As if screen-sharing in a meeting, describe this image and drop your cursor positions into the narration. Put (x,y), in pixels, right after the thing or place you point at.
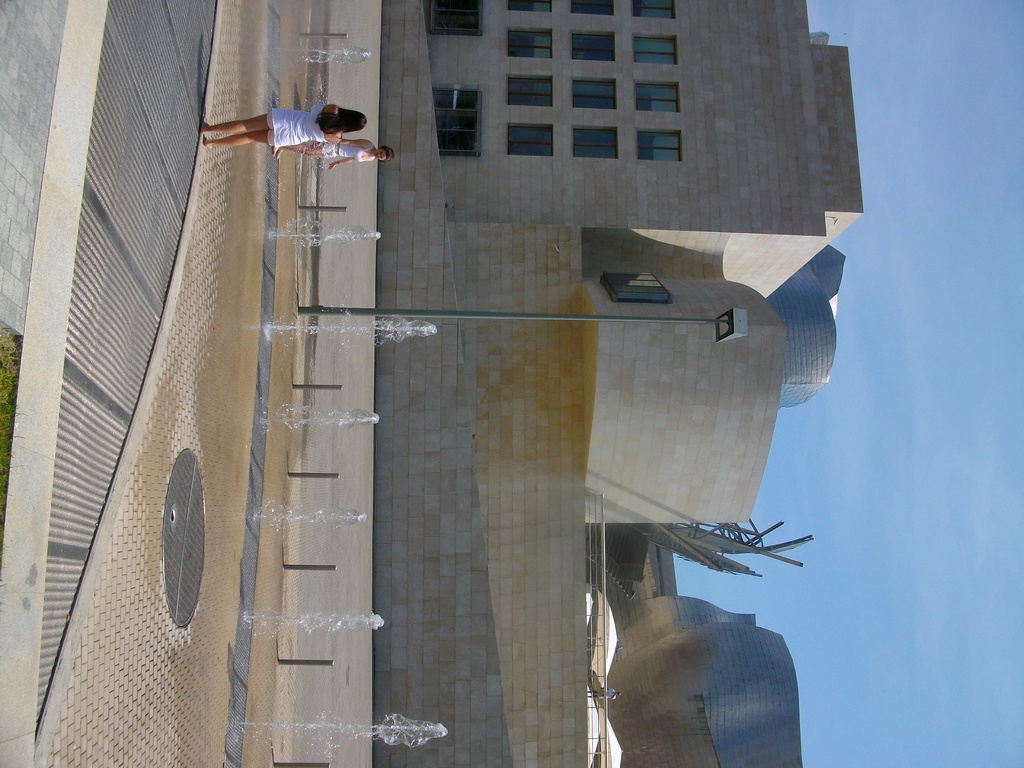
In this image there is the sky (907,372) towards the right of the image (915,375), there are buildings (596,324), there are windows (654,8), there is a pole (398,312), there is a streetlight (732,321), there are water fountains (293,725), there are two women (297,130) standing.
